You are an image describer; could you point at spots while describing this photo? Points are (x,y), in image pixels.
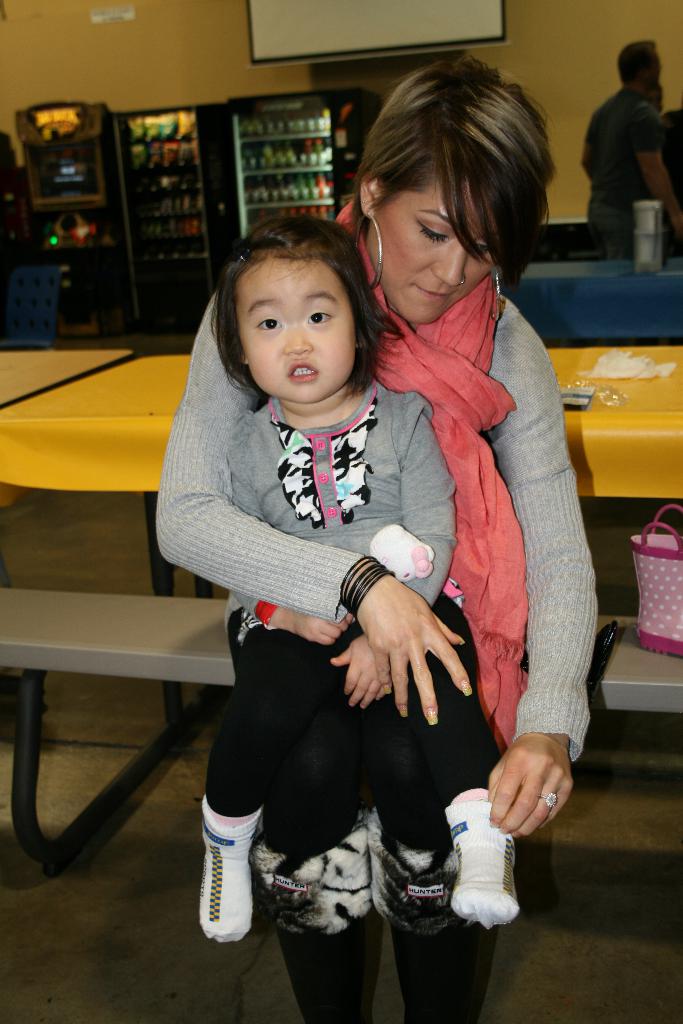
In this image we can see a lady person (389,374) wearing grey color shirt (198,480), pink color scarf (489,416) holding a kid (284,722) who is also wearing grey color T-shirt (393,497), black color pant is on the lap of a person (295,593) and in the background of the image (122,419) there are some tables (104,390), cool drink fridges (149,202) and there is a wall (11,83).
